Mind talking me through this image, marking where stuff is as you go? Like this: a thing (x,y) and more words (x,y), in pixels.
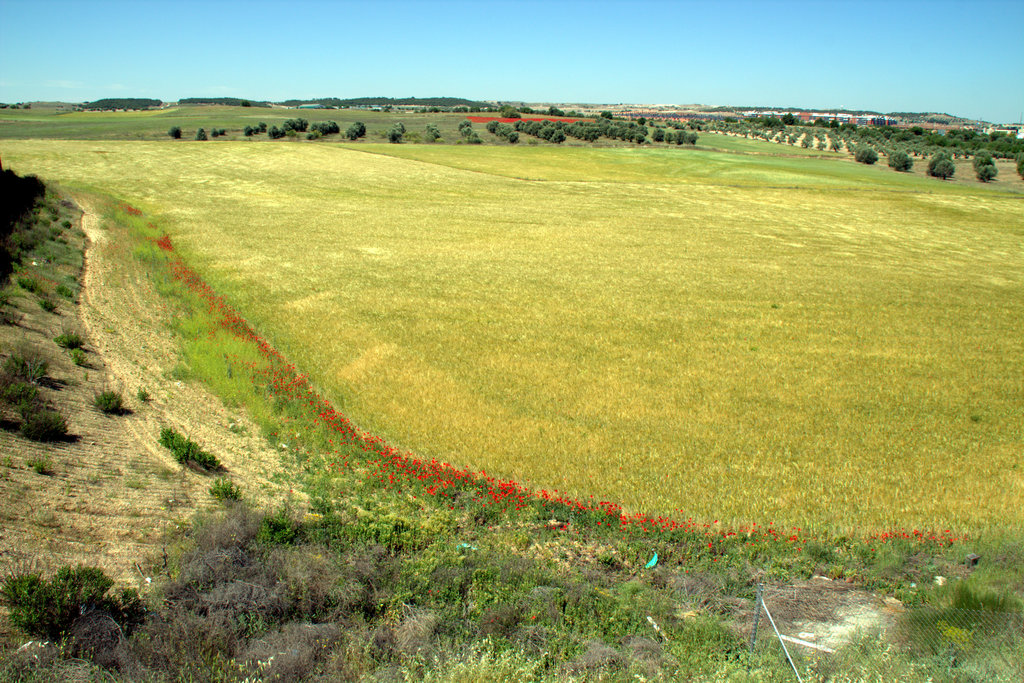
In this image we can see ground (378,347), shrubs (206,313), bushes (1012,138) and sky (313,65).
